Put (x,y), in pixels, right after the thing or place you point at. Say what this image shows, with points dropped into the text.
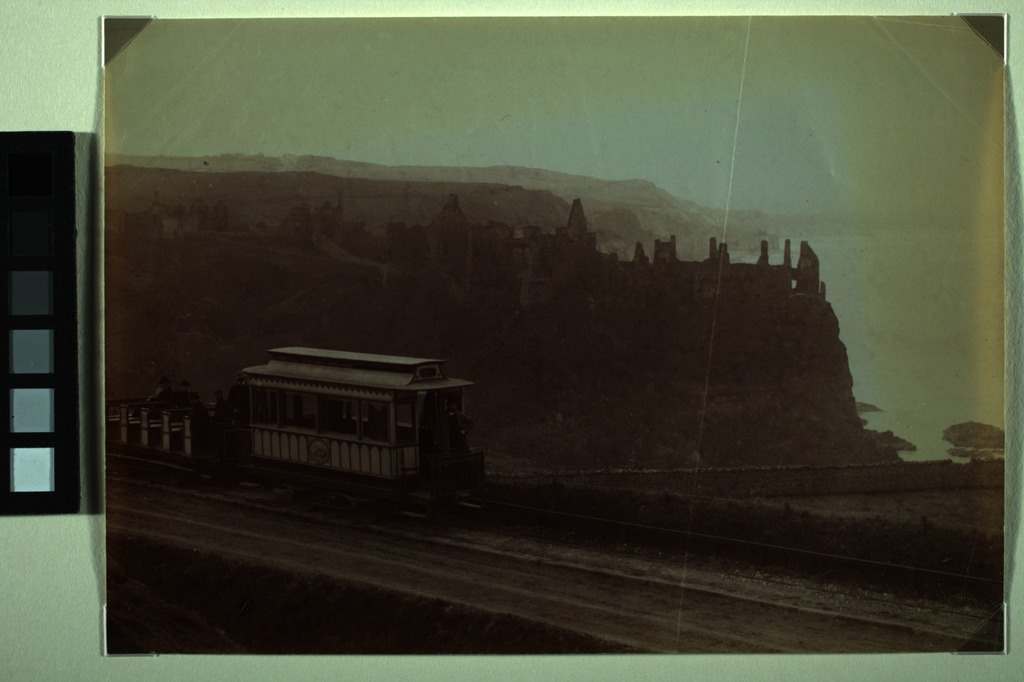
In this image, we can see a photo (483,284) placed on a surface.
